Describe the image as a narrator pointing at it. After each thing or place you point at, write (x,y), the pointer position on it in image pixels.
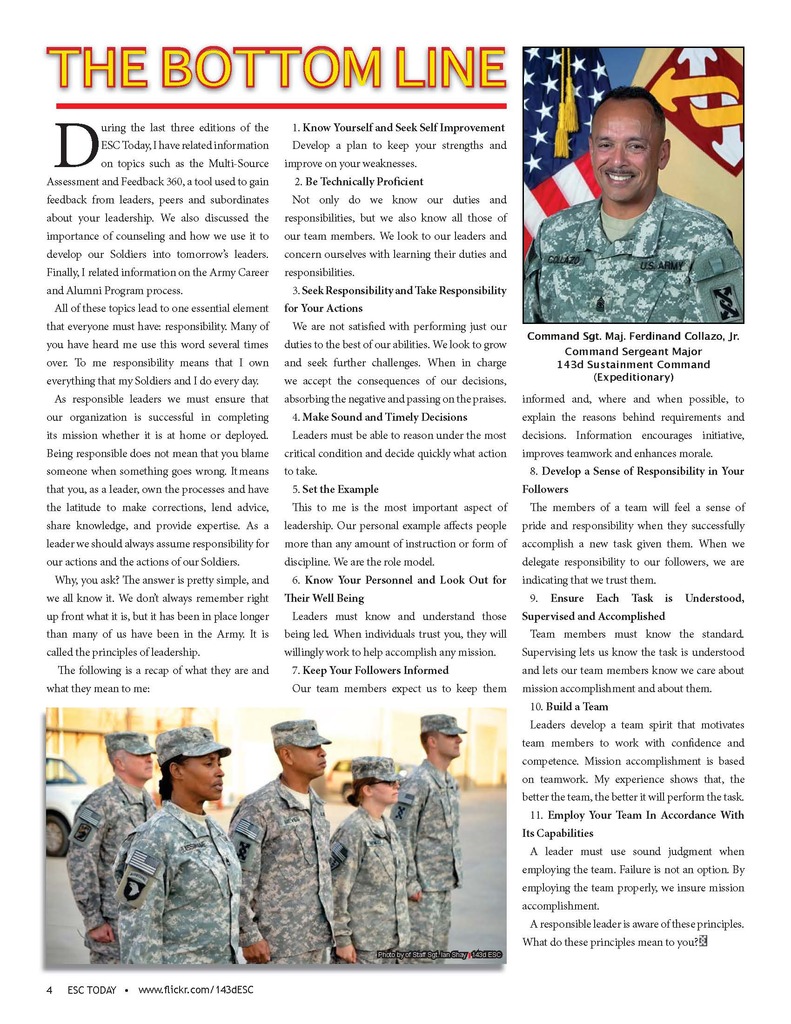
In the picture I can see an article (348,405) which is taken from an editorial in which there are some pictures (294,822) and some words (393,417) printed.
